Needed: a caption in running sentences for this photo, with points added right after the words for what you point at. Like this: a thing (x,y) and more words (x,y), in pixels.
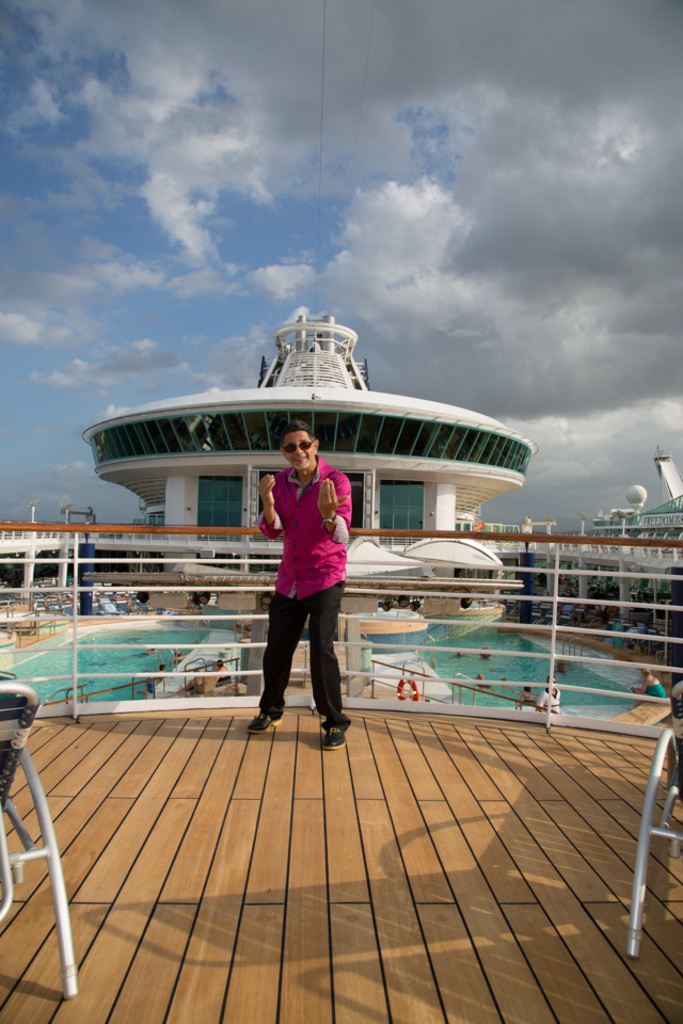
At the bottom of the image (326,688) on the wooden deck (334,959) there is a man (299,526) standing and he kept goggles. Behind him there is railing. And there are two chairs (20,752). Behind the railing (76,639) there is a swimming pool (445,633) with many people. And also there are pillars (32,574) and railing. And also there are glass walls (327,418) and there are many other things (507,475) in the background (507,475). At the top of the image (500,266) there is sky (494,219) with clouds (180,247).
